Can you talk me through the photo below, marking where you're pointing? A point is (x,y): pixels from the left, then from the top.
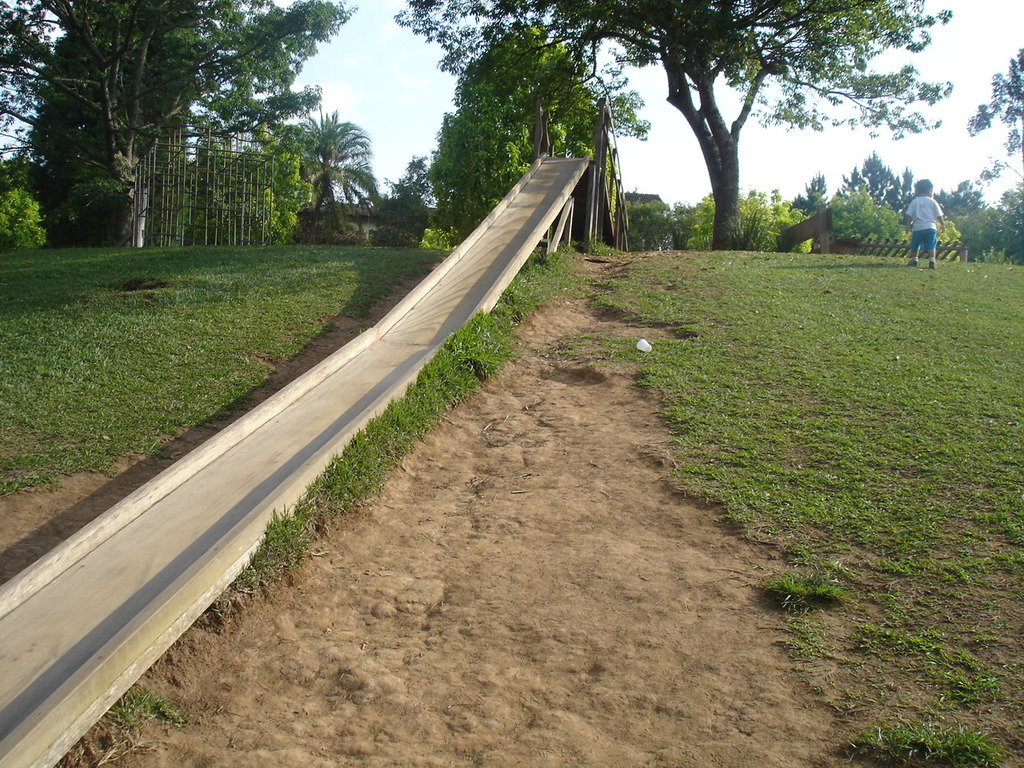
In this picture we can see a child (926,247) on the grass (800,358), slide (295,426), trees (499,185), wooden objects (598,139) and in the background (1006,25) we can see the sky (940,159).
